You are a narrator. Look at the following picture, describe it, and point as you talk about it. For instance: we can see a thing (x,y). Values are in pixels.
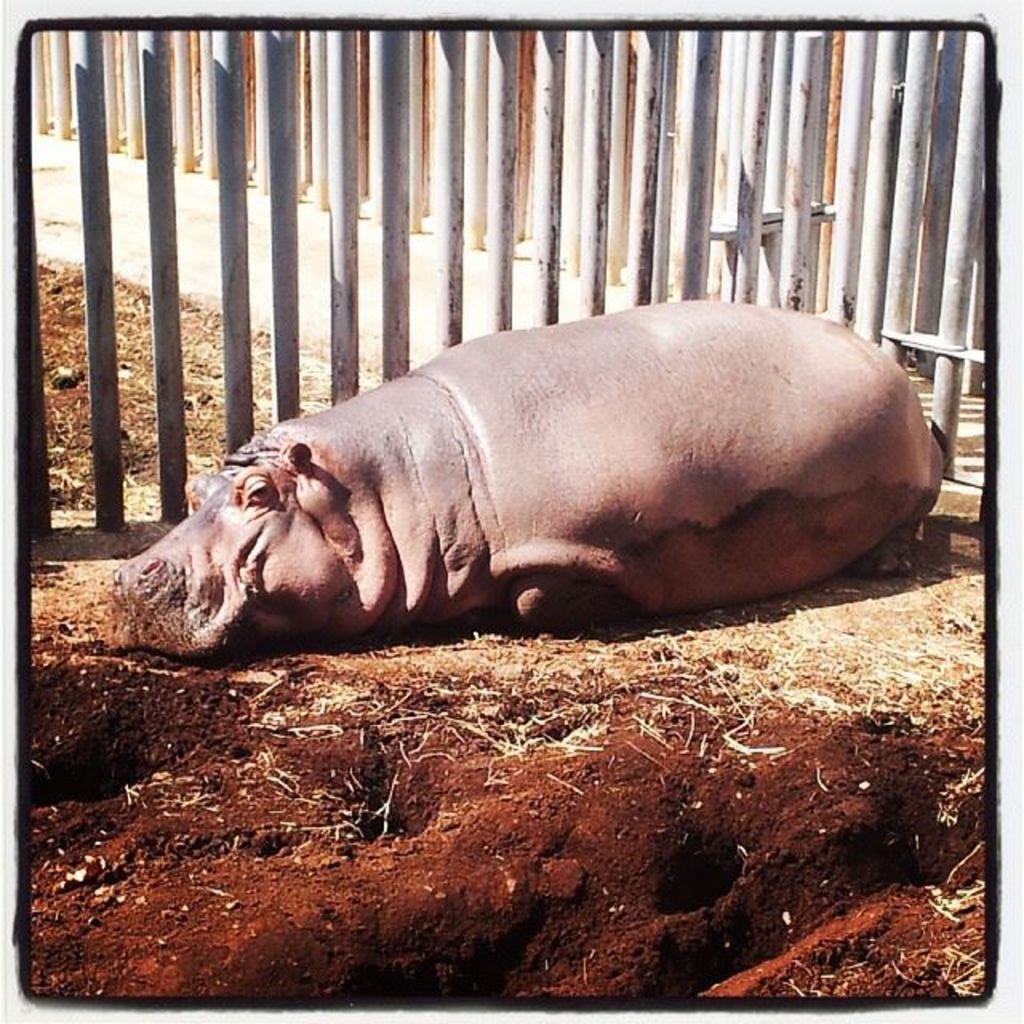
In this image we can see hippopotamus (414,517) which is resting on the ground (390,683) in front of fencing (422,197).
